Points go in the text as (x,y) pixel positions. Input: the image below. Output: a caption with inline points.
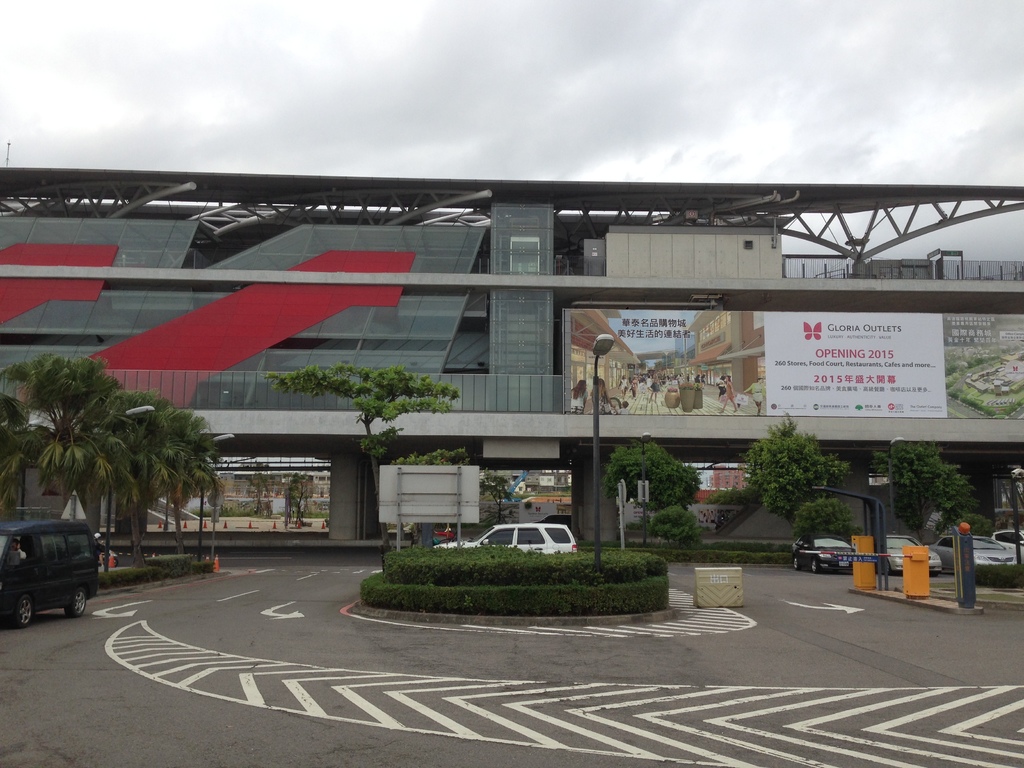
In this image there is a building (682,277), in front of the building (564,285) there are trees (275,386) and lamp posts (597,398) and there are cars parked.
